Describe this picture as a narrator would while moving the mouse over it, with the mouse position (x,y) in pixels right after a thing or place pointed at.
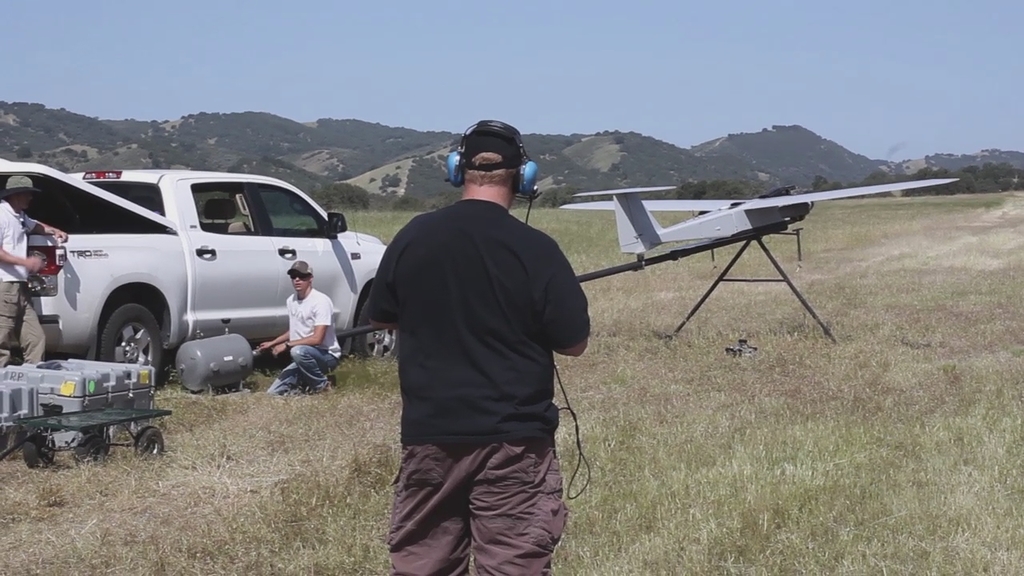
In this image in the front (391,299) there is a person (464,308). In the background (114,267) there is a car (125,254) and there are persons (14,248) standing and sitting and there is dry grass (832,350) on the ground (896,376) and there are mountains (768,157) and there is an airplane model (720,233) and there are objects (218,377) which are grey in colour.
